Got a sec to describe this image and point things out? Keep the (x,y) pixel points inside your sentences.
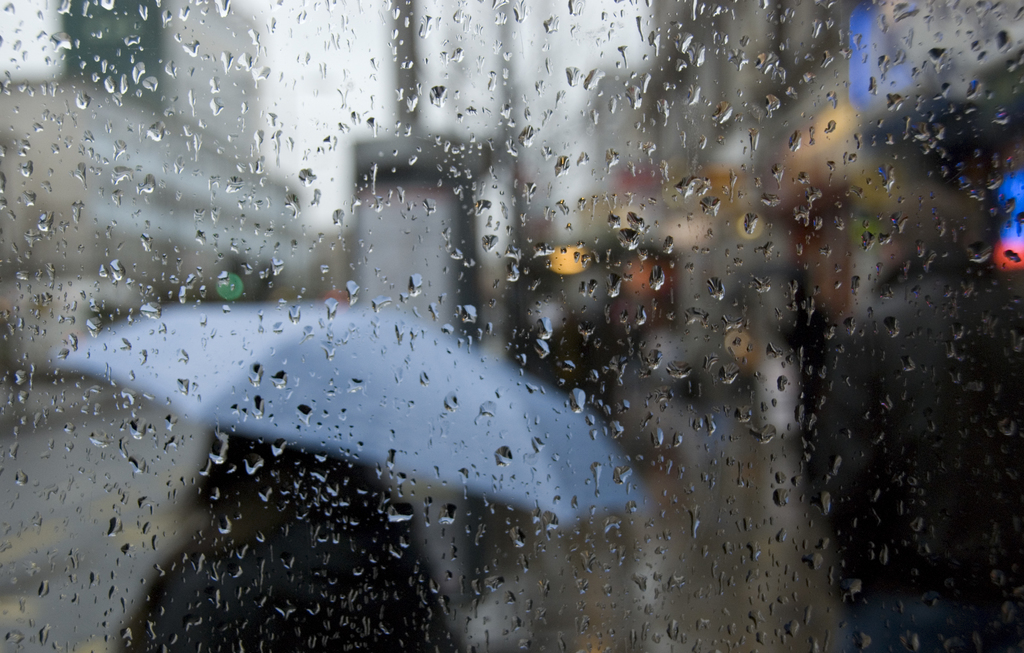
In this image I can see a glass (376,286). Background (376,346) I can see an umbrella (443,354) in light blue color and sky (296,107) in white color.
